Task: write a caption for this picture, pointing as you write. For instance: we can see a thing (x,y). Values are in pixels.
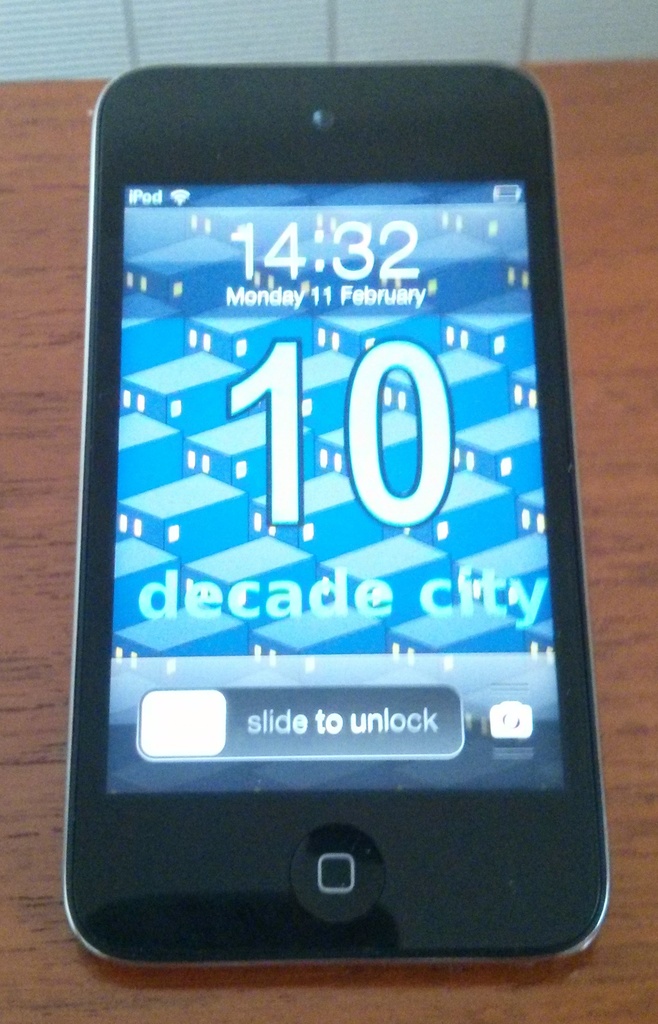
In this image, we can see a mobile (371,648) with screen (335,761) on the wooden surface (644,208). On the screen (279,422), we can see numbers (295,341), text (264,293) and symbols (501,725). Top of the image (301,24), we can see white color object (384,37).
